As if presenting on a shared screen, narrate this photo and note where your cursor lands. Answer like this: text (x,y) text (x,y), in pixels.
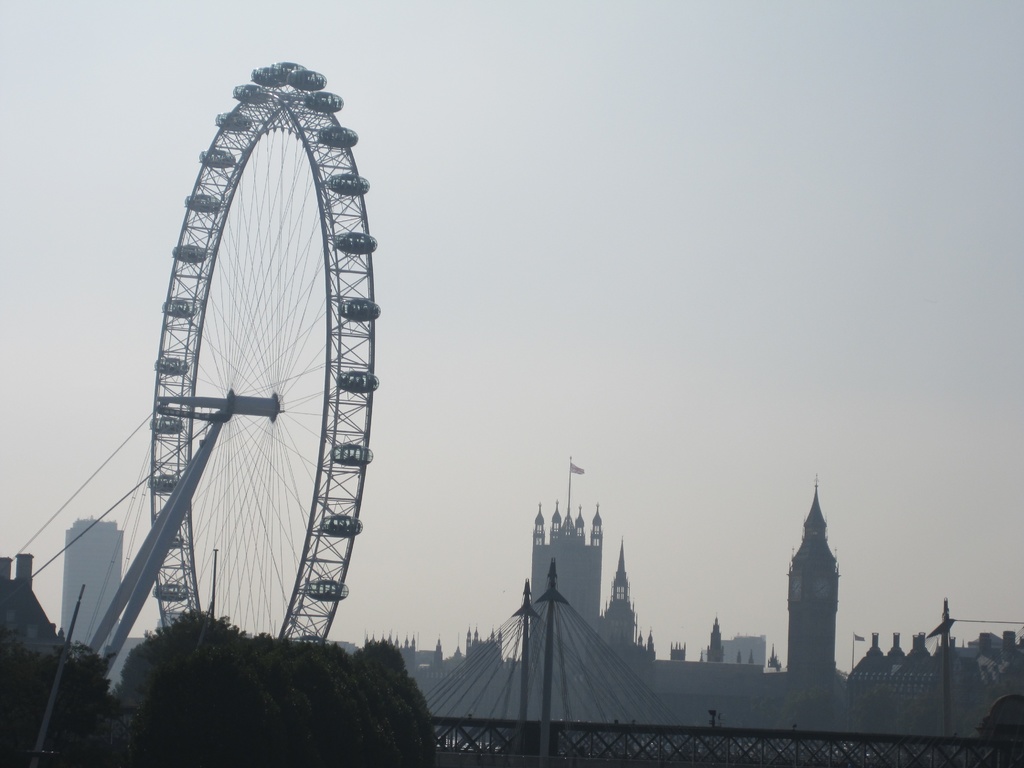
In the image there is a giant wheel (237,581) and around that there are many buildings (560,586), there are few trees (238,692) in the foreground (216,660) in front of the giant wheel (171,600).
